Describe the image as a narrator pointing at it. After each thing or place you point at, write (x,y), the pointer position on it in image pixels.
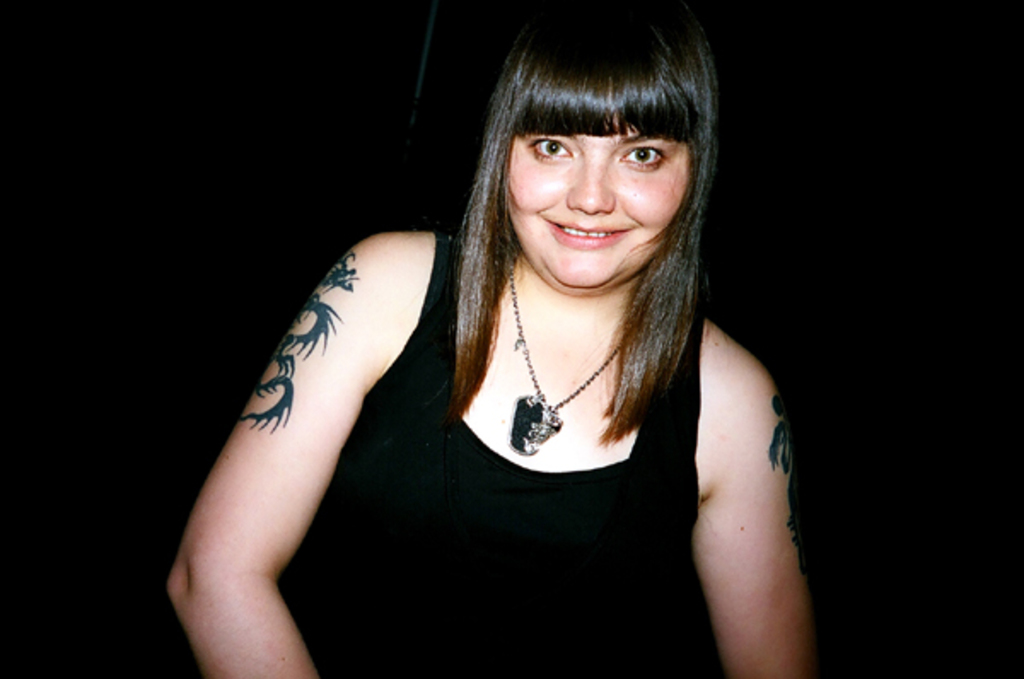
This is the picture of a lady (547,516) who is in black dress (401,480) and she has some tattoo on her hands (344,411) and also we can see a chain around her neck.
